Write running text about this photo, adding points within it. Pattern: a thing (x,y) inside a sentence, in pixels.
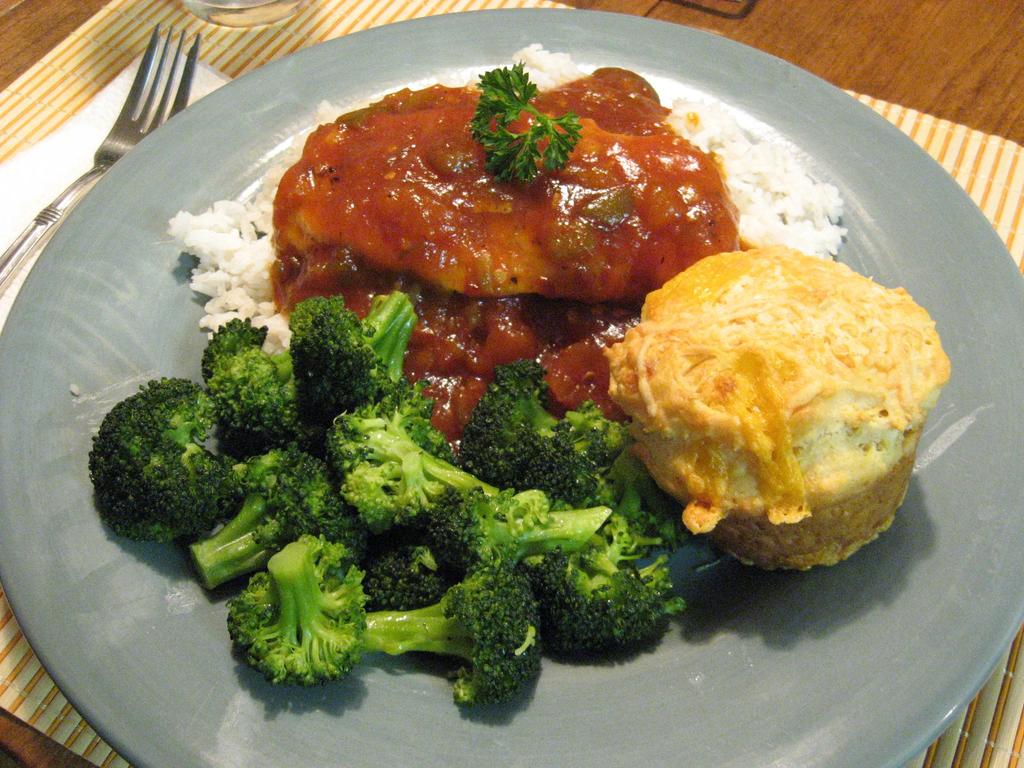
In picture there is food (462,292) on the plate (701,616). There is a plate (480,54), glass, fork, tissue (14,184) and table mat (64,74) on the table (899,58).
